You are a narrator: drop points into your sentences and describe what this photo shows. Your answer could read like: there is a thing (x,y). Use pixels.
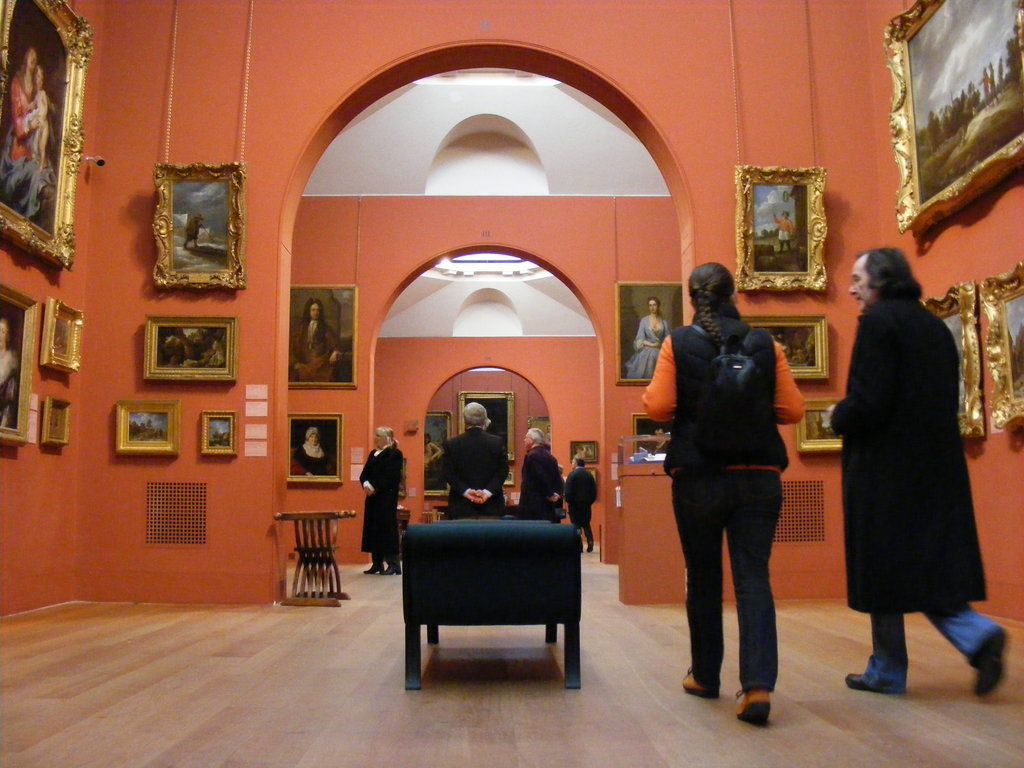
On the right side (744,520), we see two people (769,529) are walking. In the middle of the picture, we see a chair (473,580). In front of that, we see people (535,491) are standing. On either side of the picture, we see red color walls (782,126) on which many photo frames (164,351) are placed. Beside that, we see a wooden chair (324,560). In the background (432,279), we see a white wall (512,280). This picture might be clicked in the museum (466,333). At the bottom of the picture (396,725), we see a wooden floor (529,712).
